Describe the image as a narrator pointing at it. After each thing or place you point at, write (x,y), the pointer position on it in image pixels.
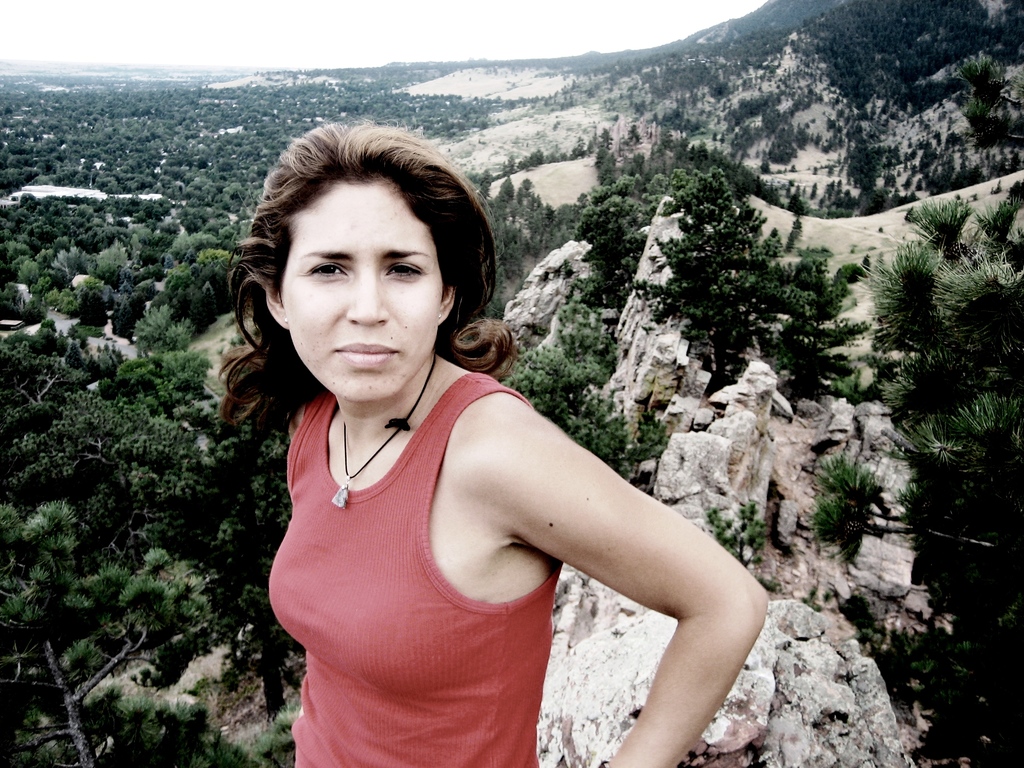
In this image I can see a woman (420,432) is wearing a red color t-shirt (422,583) and giving pose for the picture. In the background (114,464) there are many trees (680,282) and rocks (695,404). At the top of the image (345,23) I can see the sky (86,37).
